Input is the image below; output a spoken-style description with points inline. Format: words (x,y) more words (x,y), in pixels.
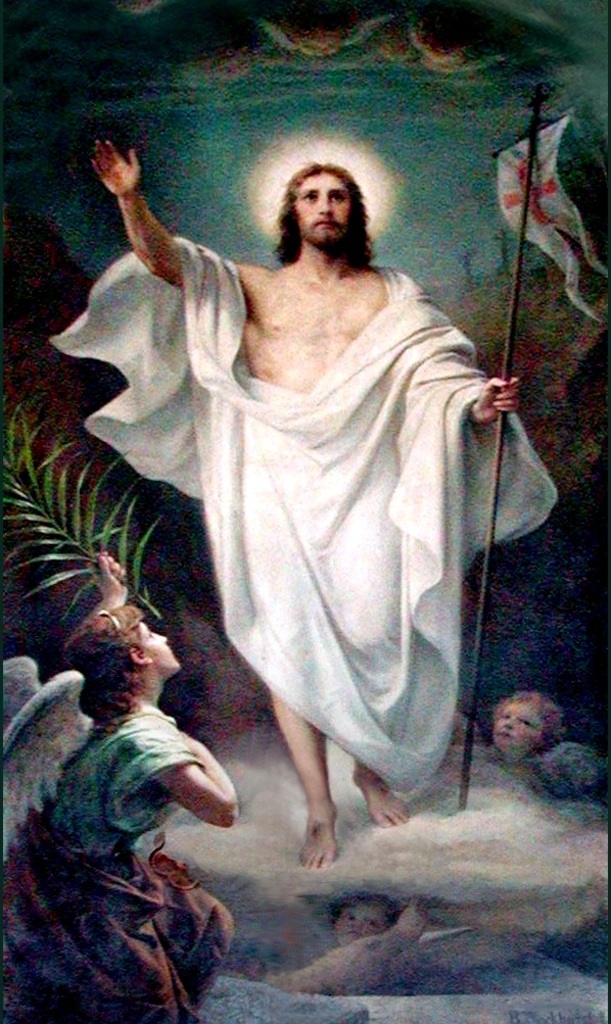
In this image I can see a painting (245,632) in which I can see a person (308,305) standing and holding a black colored metal rod (469,723). I can see a white colored cloth (359,514) on him. I can see few children (521,753) below him, a person (135,843) sitting in front of him, a plant (62,556) and in the background (518,117) I can see the sky (391,150).
